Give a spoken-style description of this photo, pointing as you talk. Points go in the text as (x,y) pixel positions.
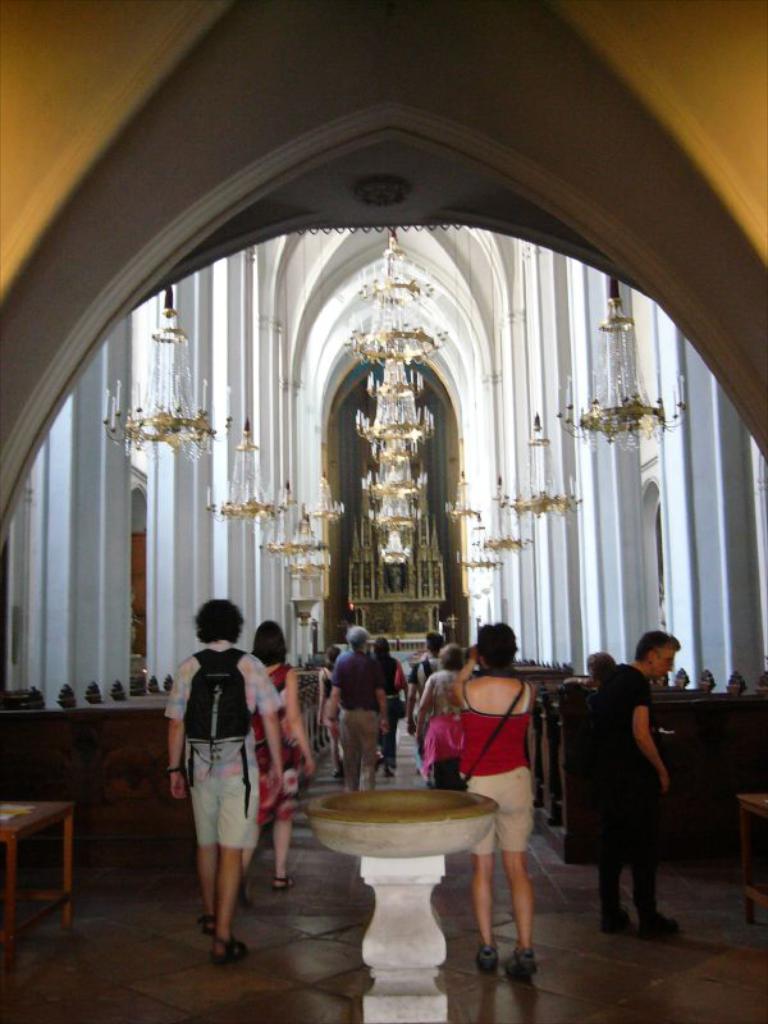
In this image i can see few people (497,750) walking through the aisle (261,941). To the both sides of the image i can see benches (552,820), and in the background (504,447) i can see the building (480,346) and the chandelier (388,560).
